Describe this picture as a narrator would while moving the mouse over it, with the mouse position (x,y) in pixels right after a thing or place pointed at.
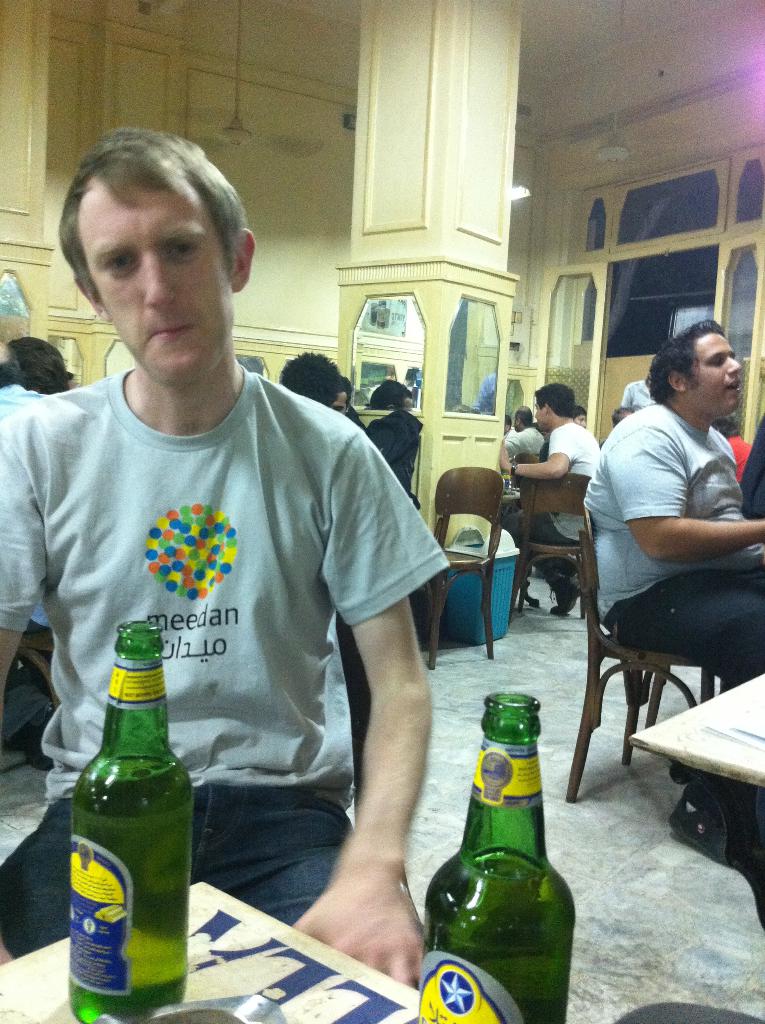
here in this picture we can see a room (311,277) in which people (200,510) are sitting in a chair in front of a table (228,955) having a bottle (182,961), here we can see the bottles (182,951) on the table (218,980), here we can also see the glass (468,343), light (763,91) and fan (242,136) on the roof (290,34).
